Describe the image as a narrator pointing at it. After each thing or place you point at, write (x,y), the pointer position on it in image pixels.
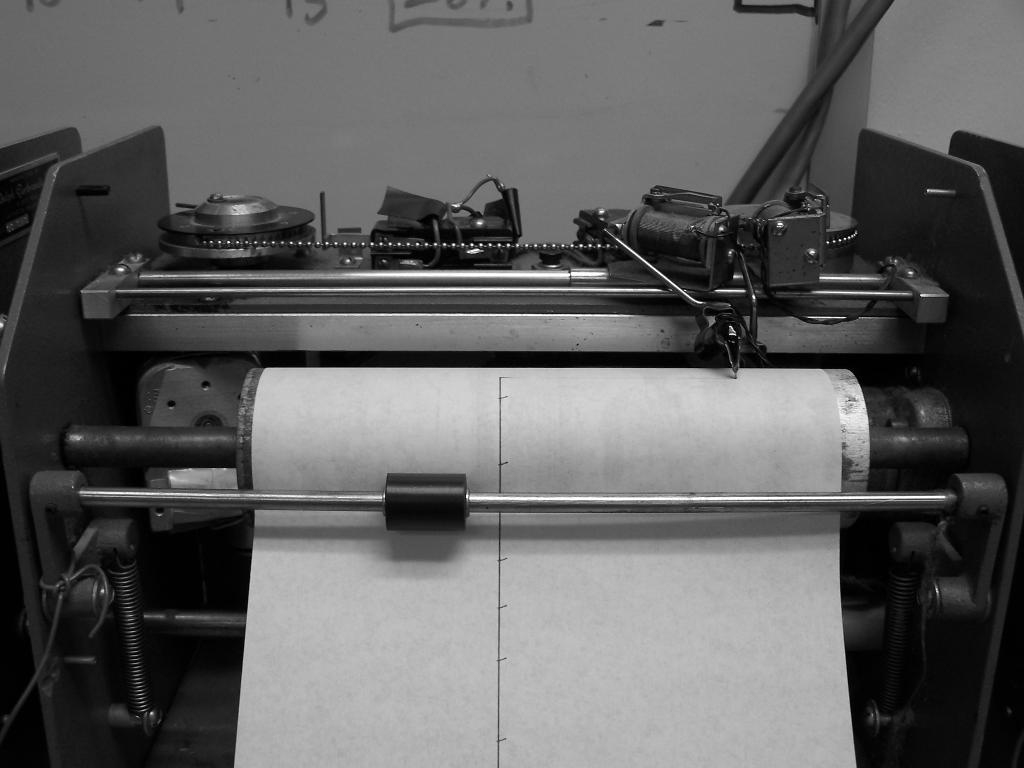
This image is taken indoors. In the background (323,99) there is a wall (277,67). In the middle of the image (590,257) there is a printing machine (58,190) with a paper (405,673) in it.
